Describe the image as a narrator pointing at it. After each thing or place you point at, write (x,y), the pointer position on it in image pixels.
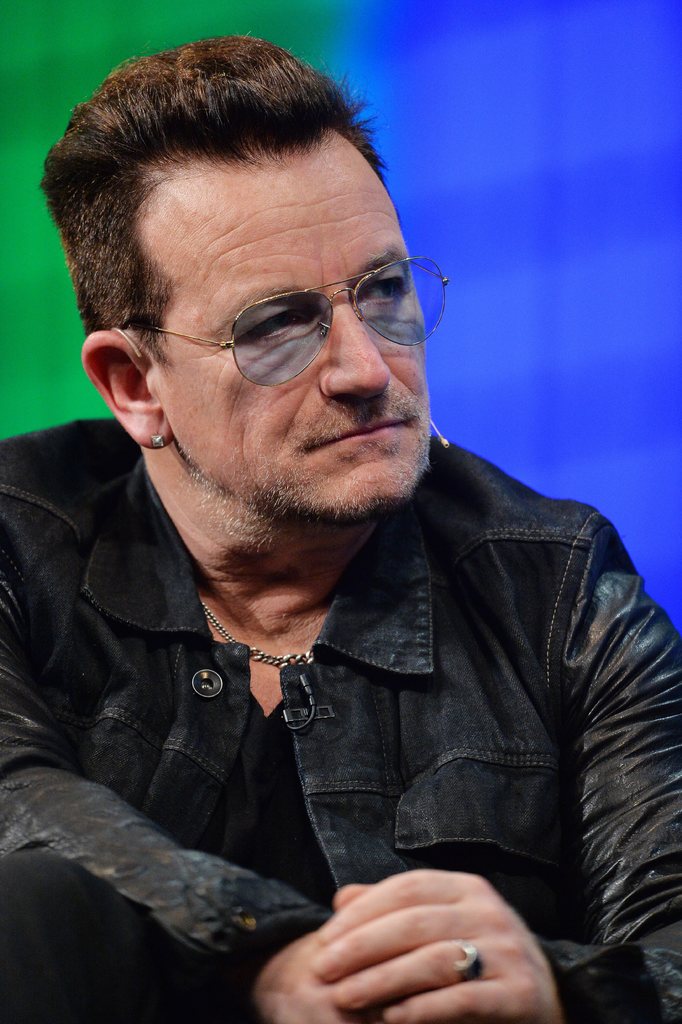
In this picture I can see a man (297,763), he is wearing a black color coat (498,778) and goggles (294,372).
